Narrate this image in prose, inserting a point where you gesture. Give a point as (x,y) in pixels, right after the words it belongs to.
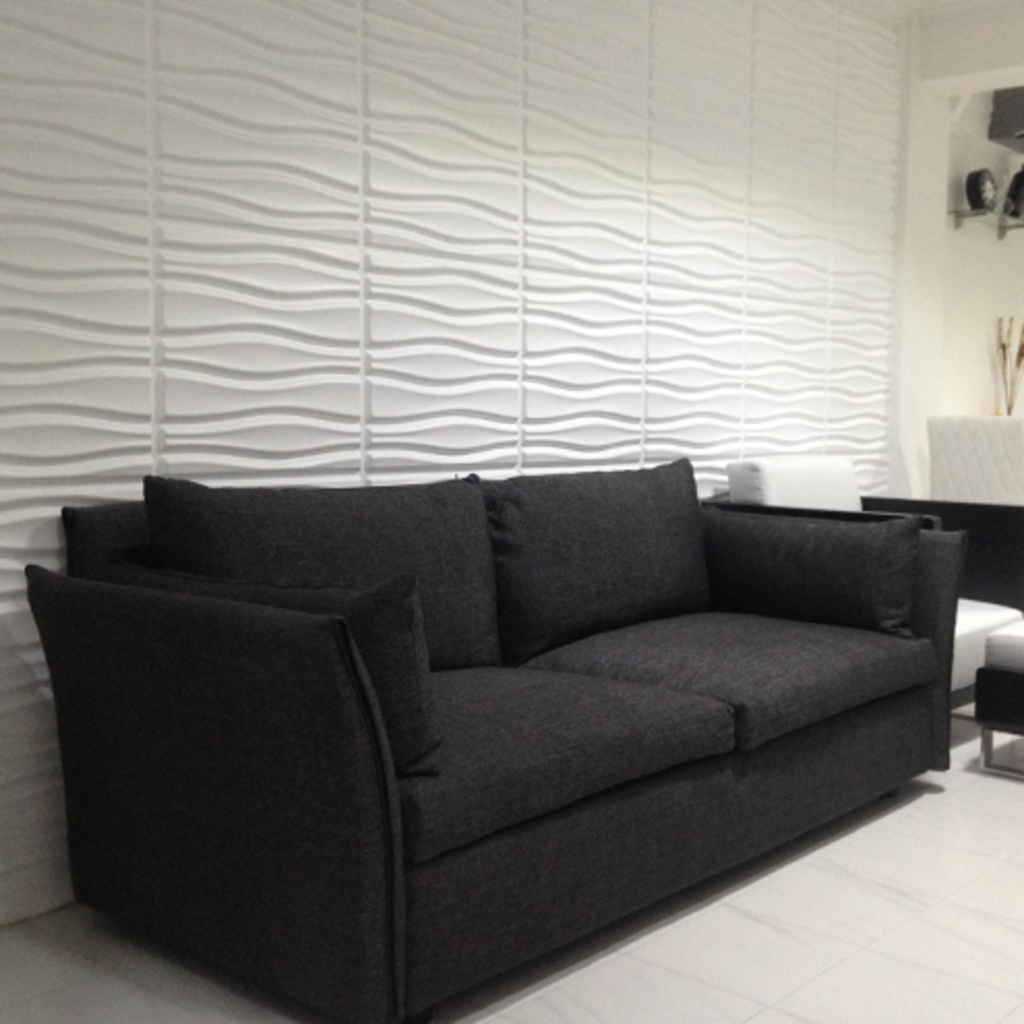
This is a picture of inside view of an house (956,285) and there is a black color sofa set (626,813) on the floor (609,958) and there is a white color wall (246,355) with design (151,412) and there is a clock (985,176) attached to the stand (984,214) kept on the wall (963,265).
